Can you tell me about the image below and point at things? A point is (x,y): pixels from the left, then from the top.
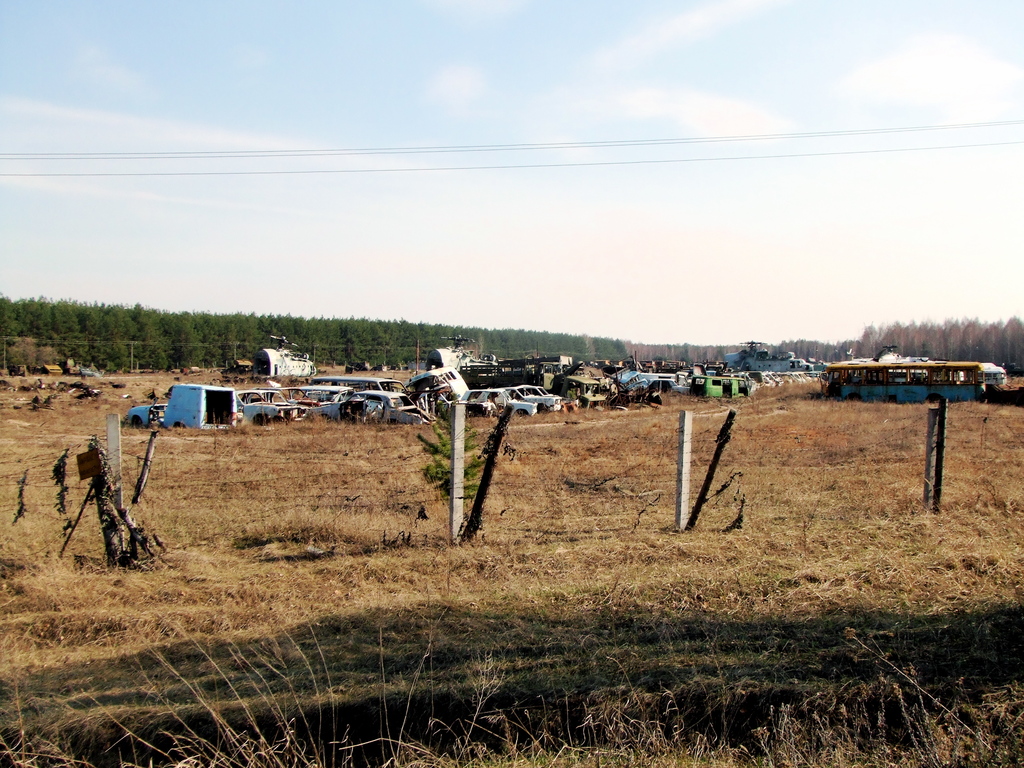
In this image I can see the ground (580,601), some grass (617,630) on the ground (651,619) which is brown in color, few white colored poles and few damaged vehicles (204,408) on the ground (722,403). In the background (165,351) I can see few trees (183,346) which are green in color and the sky (412,179).
